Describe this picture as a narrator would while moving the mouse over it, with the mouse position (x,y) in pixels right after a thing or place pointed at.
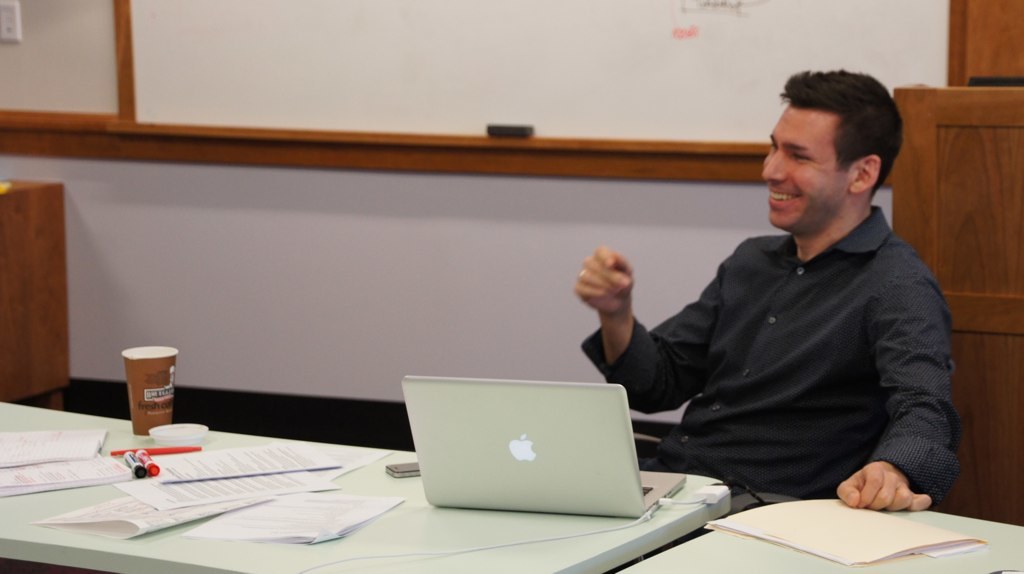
This picture describe about the in side view of the class room (634,228) in which a person (871,287) is sitting on the chair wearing black shirt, On the table (520,528) we can see a laptop (491,455), some papers (225,474), coffee cup (139,421) and two black and red markers (135,466). Behind we can see the whiteboard (547,107) and duster (499,135).
